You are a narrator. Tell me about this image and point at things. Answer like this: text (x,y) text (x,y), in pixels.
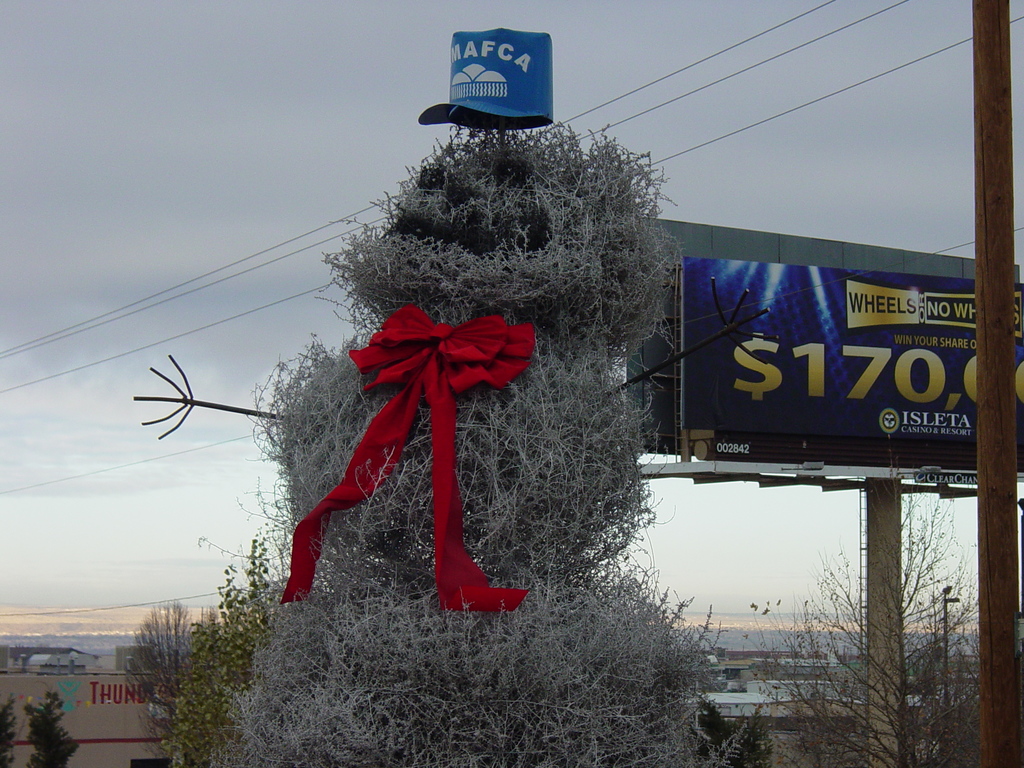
In the middle of this image (651,299) there is a plant (541,679) which is looking like a snowman (570,405). In the middle of this plant (296,726) a red color bow (433,363) is attached. At the top of the plant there is a blue color cap (484,82) on which there is some text (487,49). At the bottom (232,726) there are many trees (187,674) and buildings (783,652). On the right side (985,363) there are two poles (888,516) and a board (810,302) on which there is some text (825,381). At the top of the image (227,142) I can see the sky (201,173).
